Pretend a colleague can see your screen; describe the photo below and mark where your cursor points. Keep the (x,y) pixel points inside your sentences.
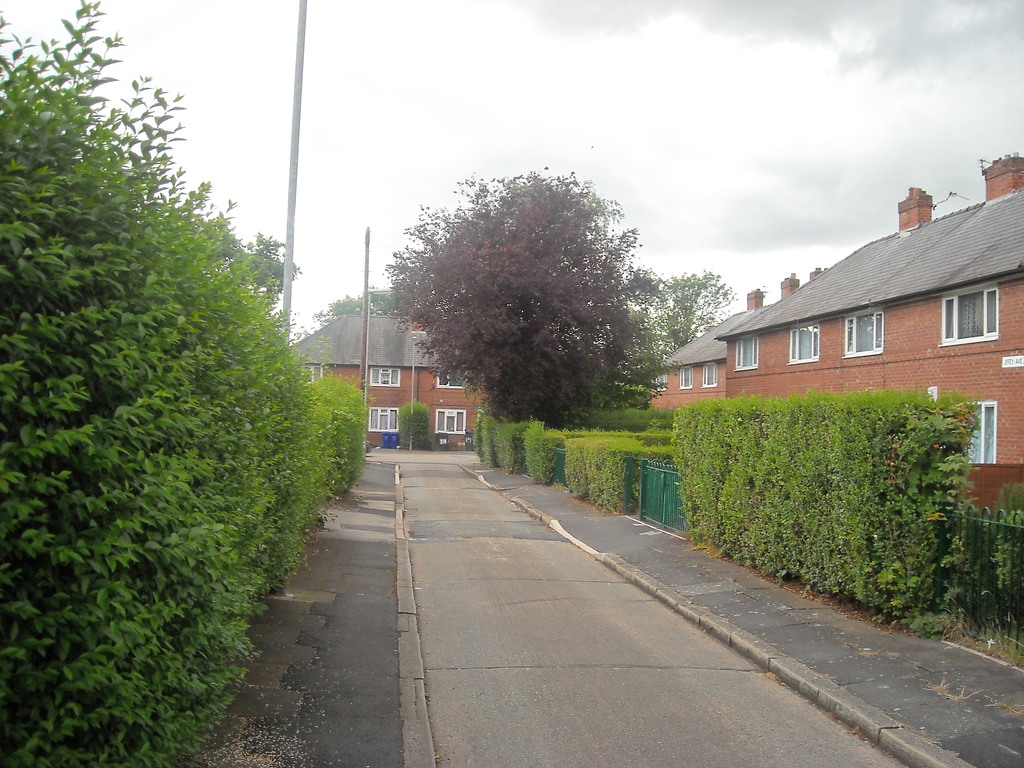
In this image on both sides of the path (526,688) there are trees (350,309), plants (603,443). These are buildings (725,356). This is a pole (363,315). The sky (298,202) is cloudy.
